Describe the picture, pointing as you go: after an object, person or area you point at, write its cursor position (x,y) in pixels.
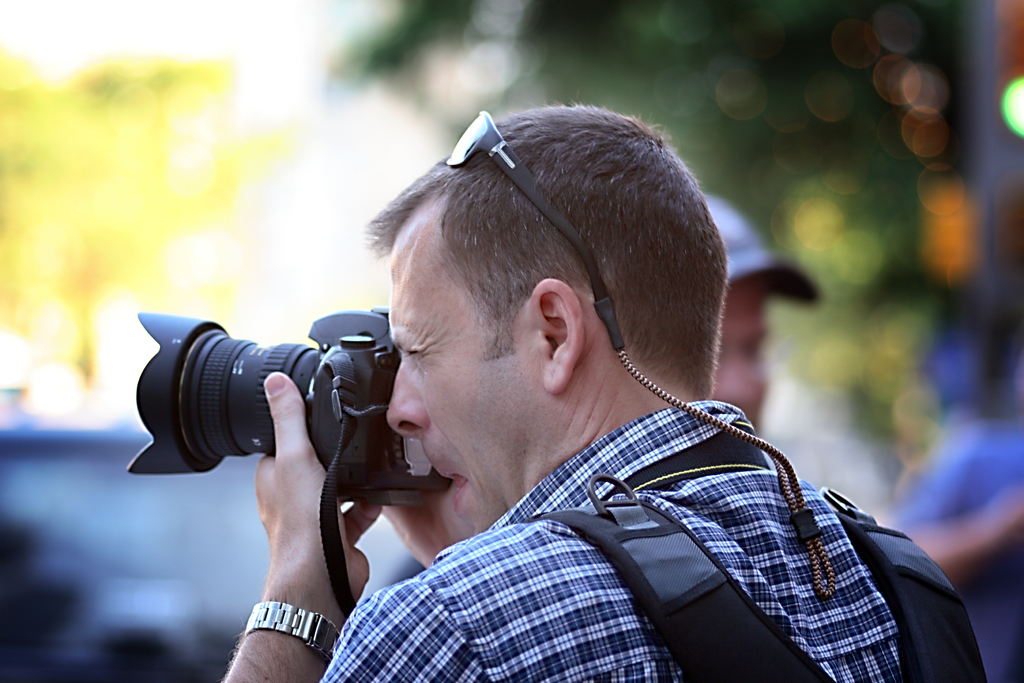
A man (408,394) is capturing photo.
